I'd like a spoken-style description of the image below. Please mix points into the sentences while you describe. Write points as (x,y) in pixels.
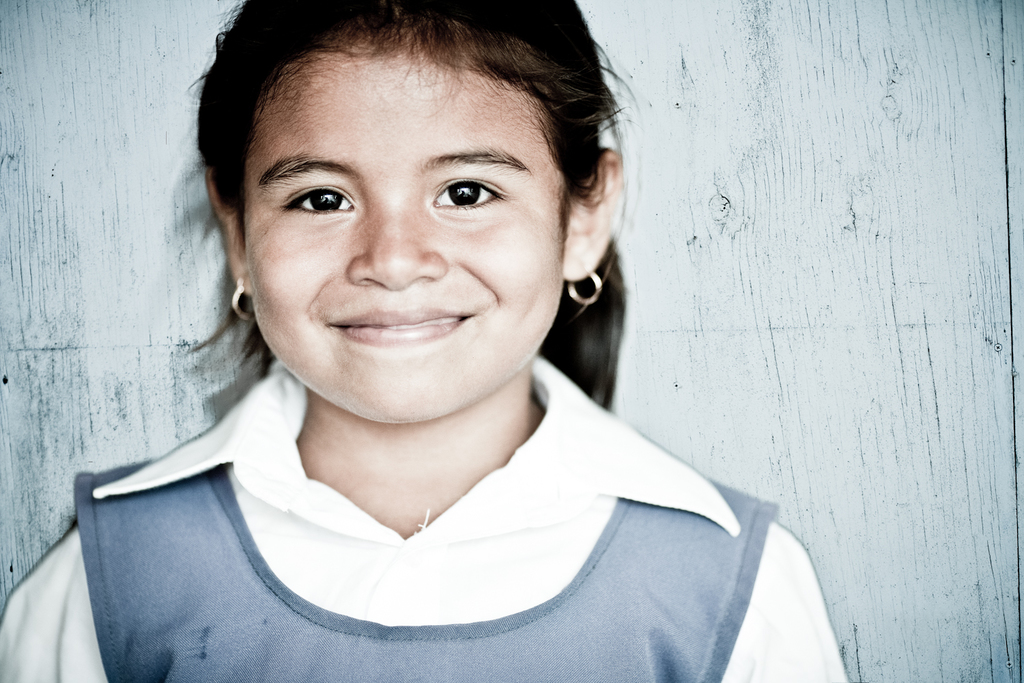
In this image I can see the person (608,411) and the person (153,579) is wearing gray and white color dress (263,535) and I can see the ash color background (908,473).
